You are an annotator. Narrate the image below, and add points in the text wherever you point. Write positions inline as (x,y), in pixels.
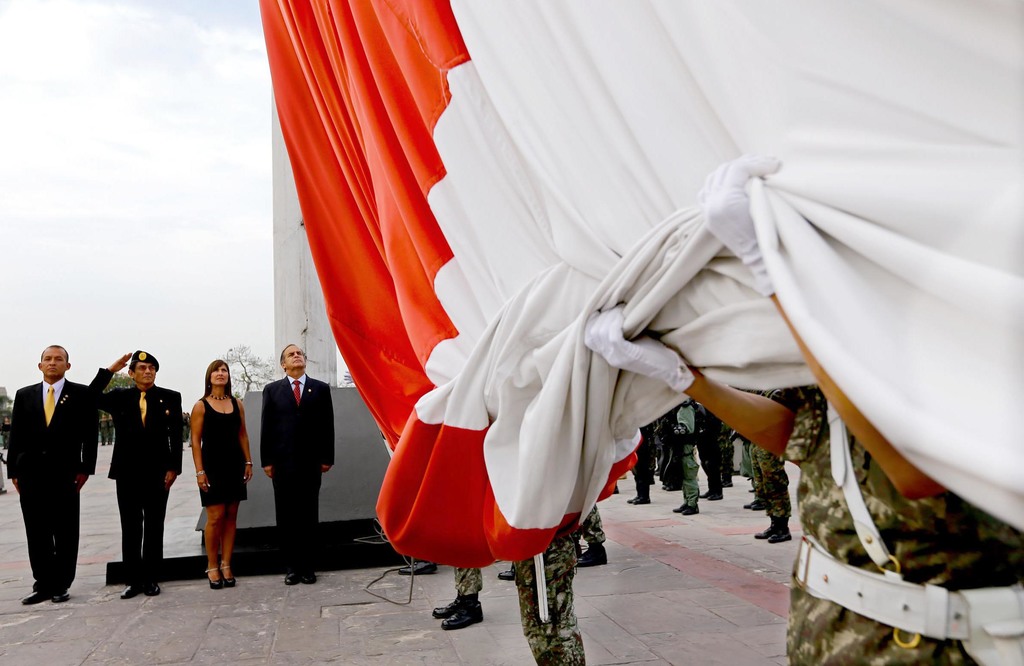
In this image there are four persons (12,469) standing, a person (1015,605) holding a cloth (383,232), and in the background (646,430) there are group of people (466,601) standing, tree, sky (192,401).
